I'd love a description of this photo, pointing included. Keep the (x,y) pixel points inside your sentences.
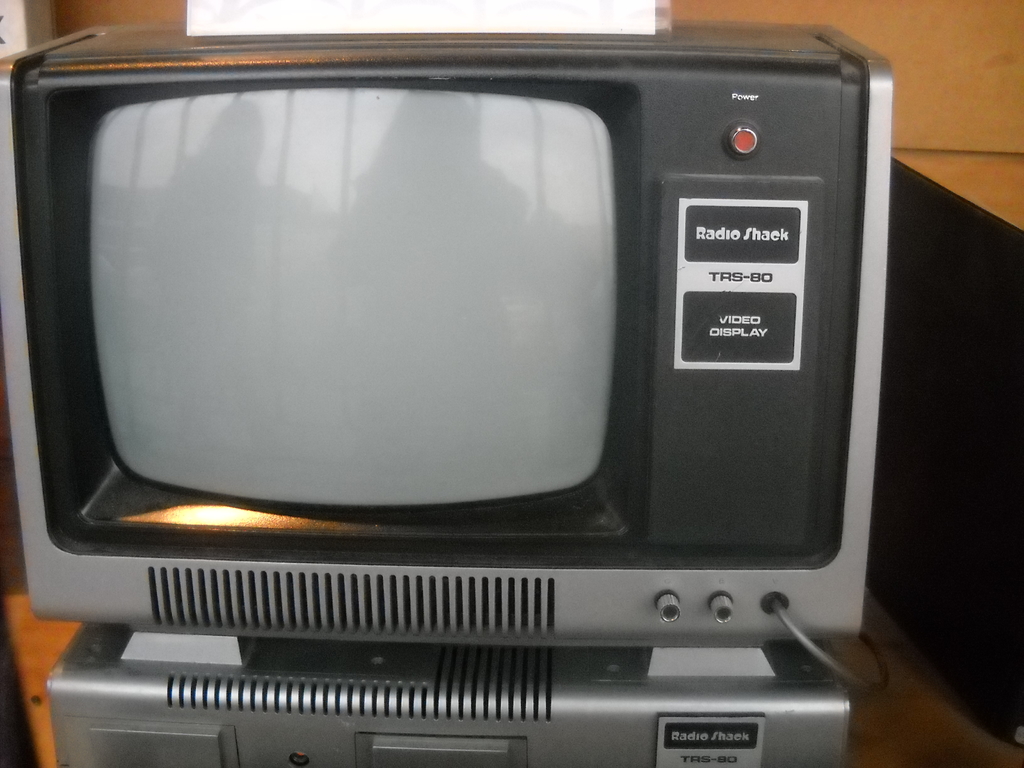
In this picture, we can see a device (492,518), and we can see the background (1010,107).
